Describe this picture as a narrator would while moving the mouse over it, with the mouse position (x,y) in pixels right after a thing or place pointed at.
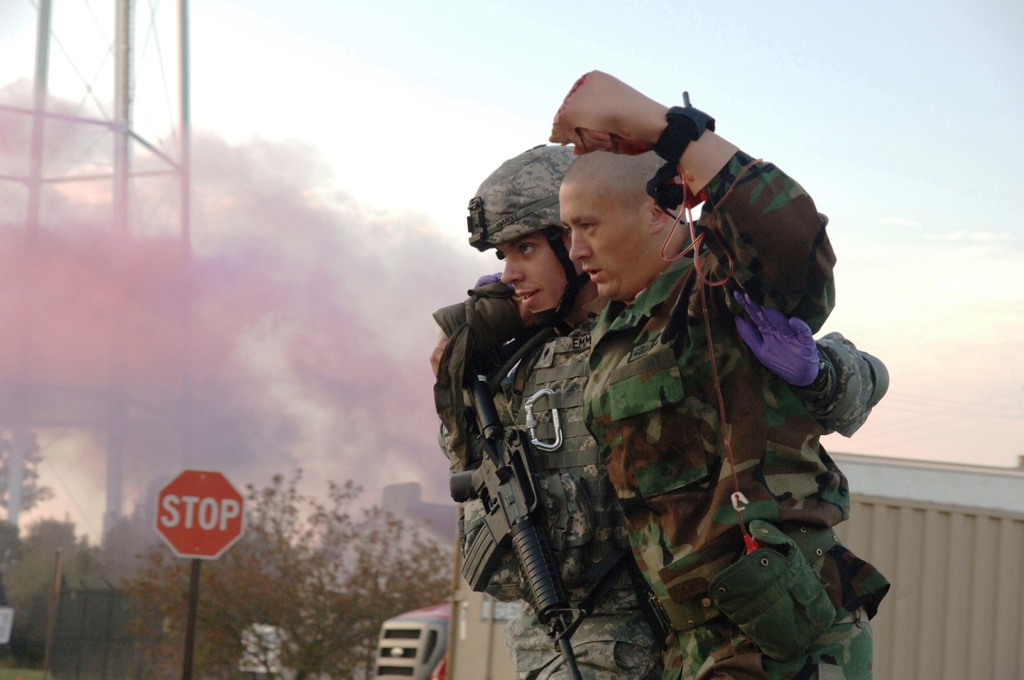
In this image I can see few people (678,388) are wearing military dresses (721,623). Back I can see the signboard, pole (194,569), trees (374,578), fencing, cream color container (924,567) and the smoke (217,434). The sky (481,36) is in blue and white color.
